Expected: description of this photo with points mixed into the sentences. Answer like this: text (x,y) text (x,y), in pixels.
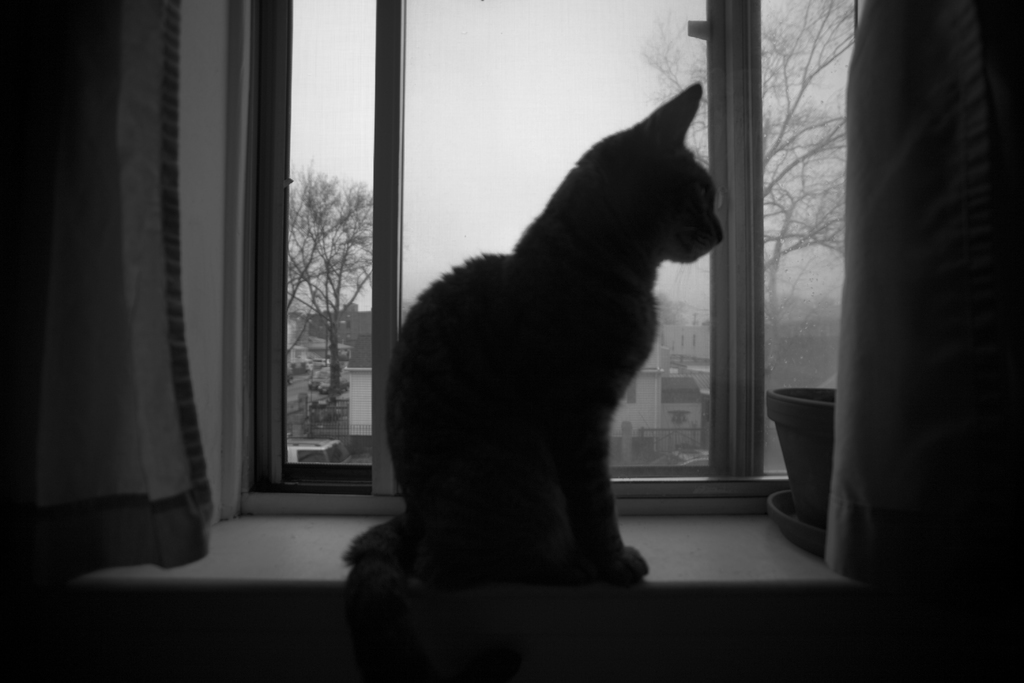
In this image we can see a cat (618,287) is sitting near the window (386,217). Both side of the image curtain (142,250) is there. Behind the window (291,328) trees (807,168) and buildings (675,386) are present. Beside the cat (652,211) one pot (804,443) is present.
